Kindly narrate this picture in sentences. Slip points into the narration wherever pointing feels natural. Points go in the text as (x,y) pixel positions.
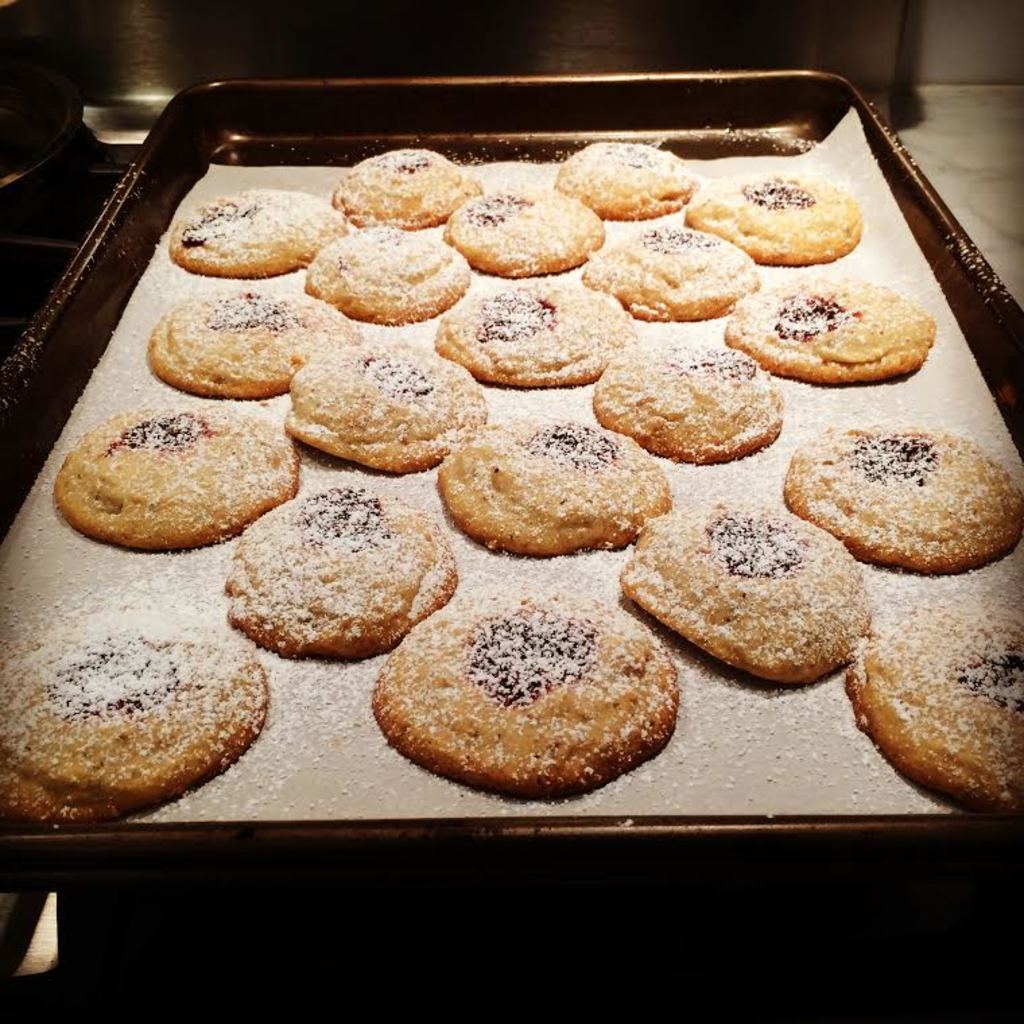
In this image we can see few cookies (574,515) sprinkled with some powder (600,347) in the tray (594,118).
